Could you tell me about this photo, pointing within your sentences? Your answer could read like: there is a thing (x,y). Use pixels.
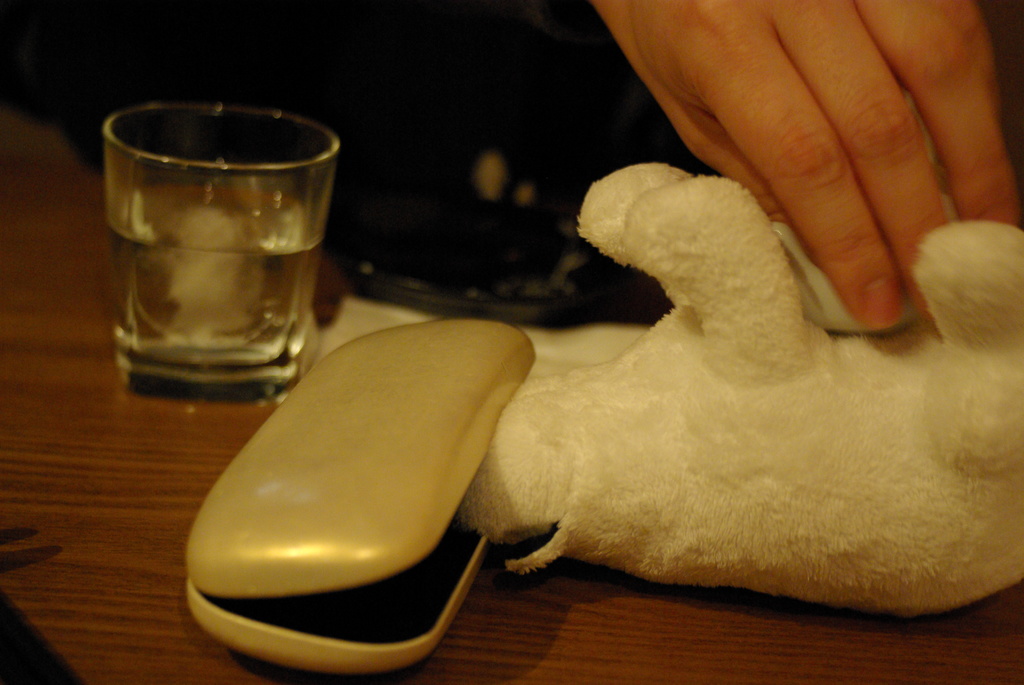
In this image there is a table (101,431) on which there is a glass (187,232) on the left side (206,252). Beside the glass (271,354) there is a box (393,423). On the right side (881,173) there is a hand (852,223) which is holding the doll (750,413).
